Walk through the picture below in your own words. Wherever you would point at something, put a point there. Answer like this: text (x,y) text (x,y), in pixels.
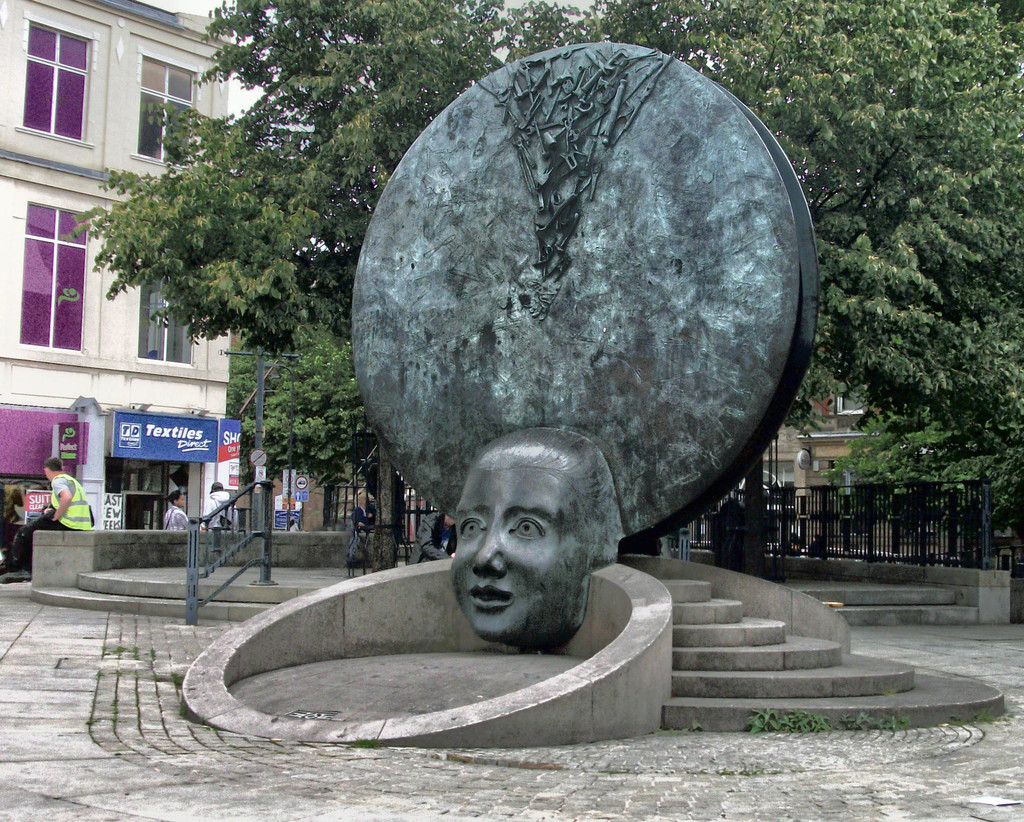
In the center of the image (535,491) we can see a statue (569,469). We can also see some stairs (706,676), fence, a group of people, some trees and a building (225,384) with windows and a name board (205,429).
